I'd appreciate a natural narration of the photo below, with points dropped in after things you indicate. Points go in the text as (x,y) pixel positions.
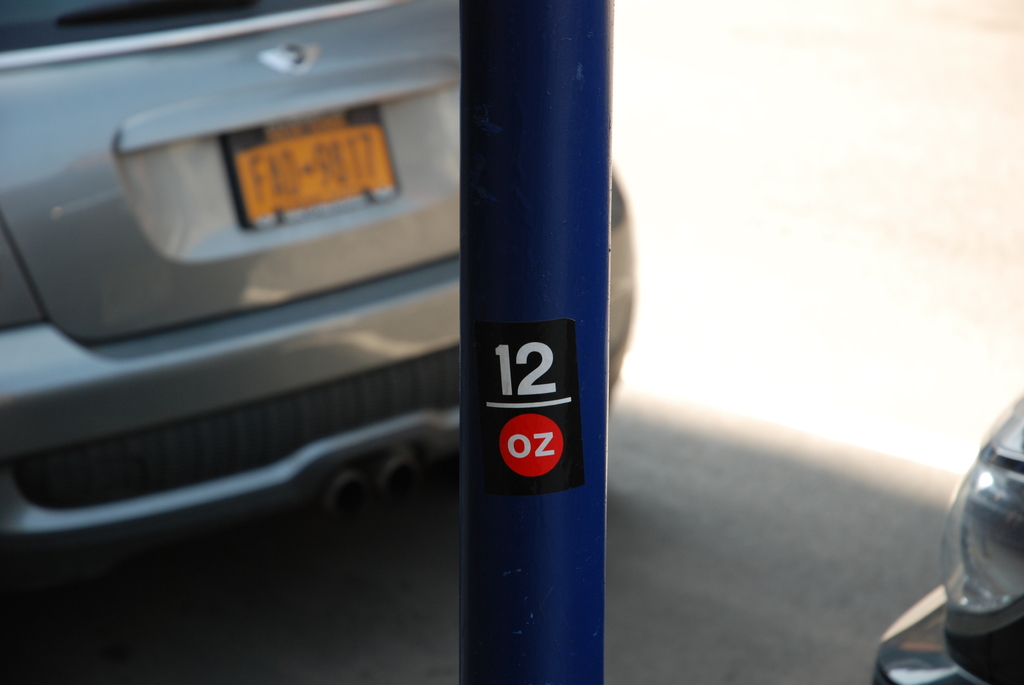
In this image there is a pole (581,329) in the middle (517,280). On the pole (581,504) there is some text (532,388). On the left side (269,219) there is a car (166,345) parked on the road (170,621). On the right side (950,641) there is another car (961,579) on the road (919,593).
